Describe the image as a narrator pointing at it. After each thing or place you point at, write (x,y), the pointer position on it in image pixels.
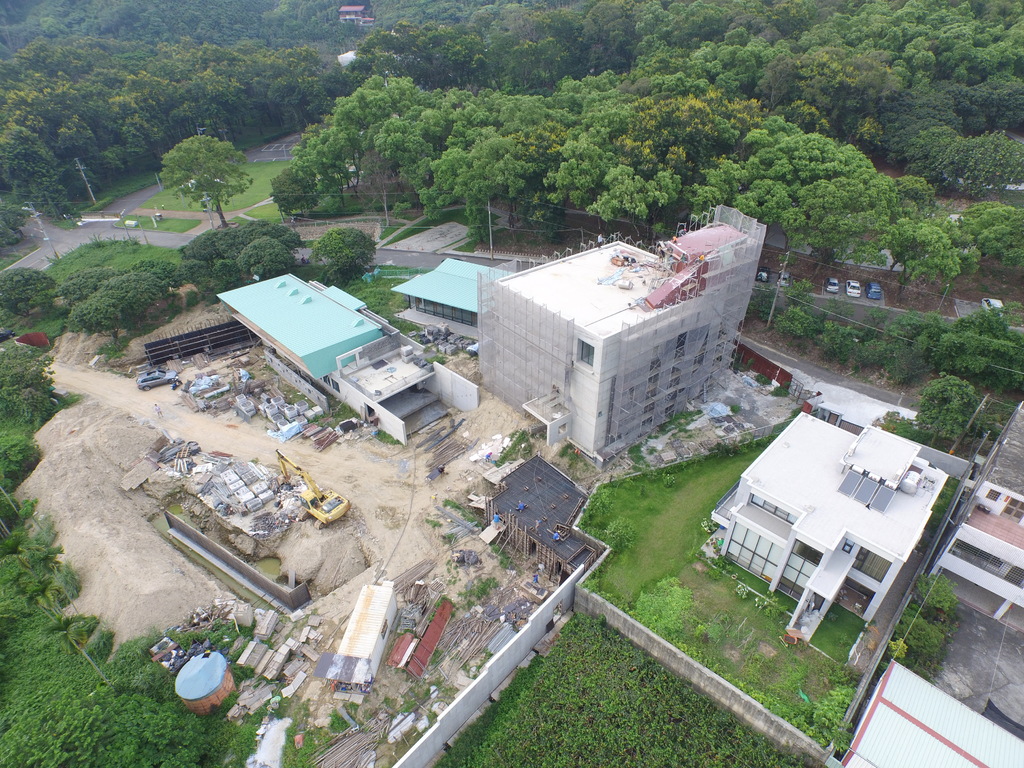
In this image we can see some buildings (737,505). We can also see a fence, a group of trees (756,147), plants (661,595) and a pathway (97,389).
